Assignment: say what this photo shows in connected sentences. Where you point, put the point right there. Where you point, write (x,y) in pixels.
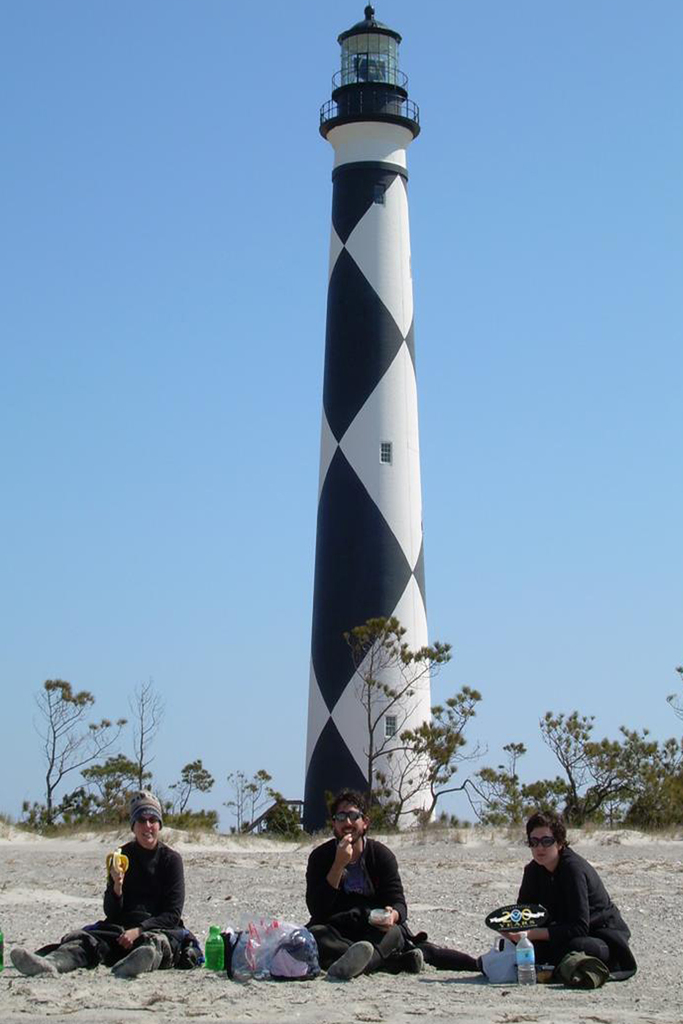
In this image there are three persons (132,924) sitting on the ground (273,983) and there are bottles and bags (268,947) on the ground (263,899), and in the background (25,601) there are plants (652,806), light house (386,683), sky (65,601).
